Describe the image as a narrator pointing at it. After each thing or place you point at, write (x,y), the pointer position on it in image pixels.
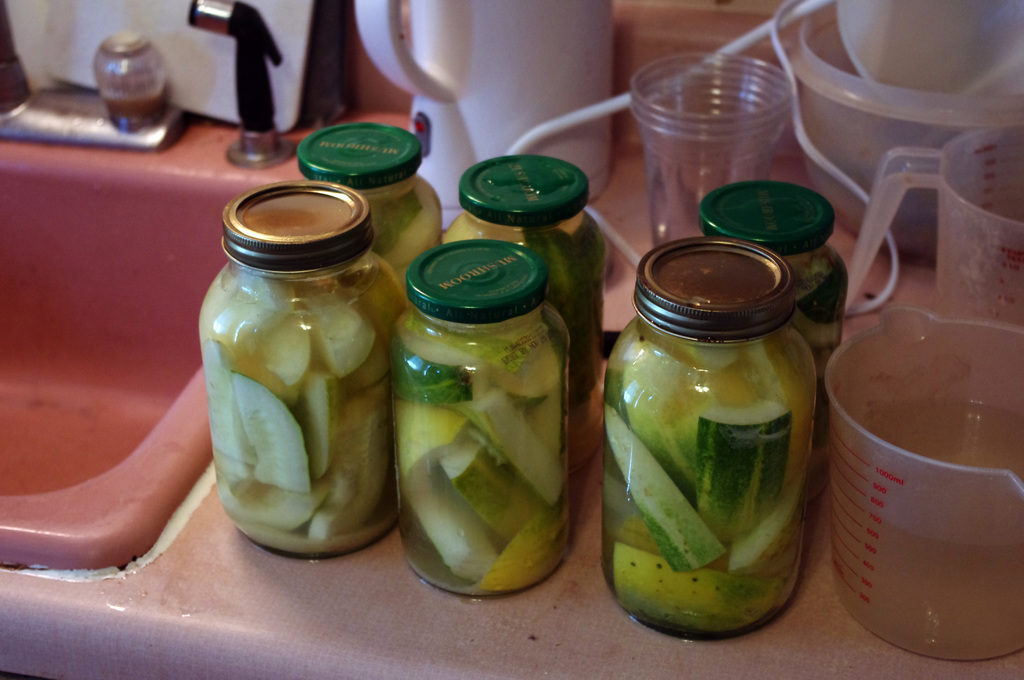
In this image, I can see the glass jars (542,426) with few pieces of cucumber (351,431), glasses (700,165), beakers (959,201), kettle (542,76) and few other things (960,115). This looks like a sink (126,321) with a tap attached to it.
